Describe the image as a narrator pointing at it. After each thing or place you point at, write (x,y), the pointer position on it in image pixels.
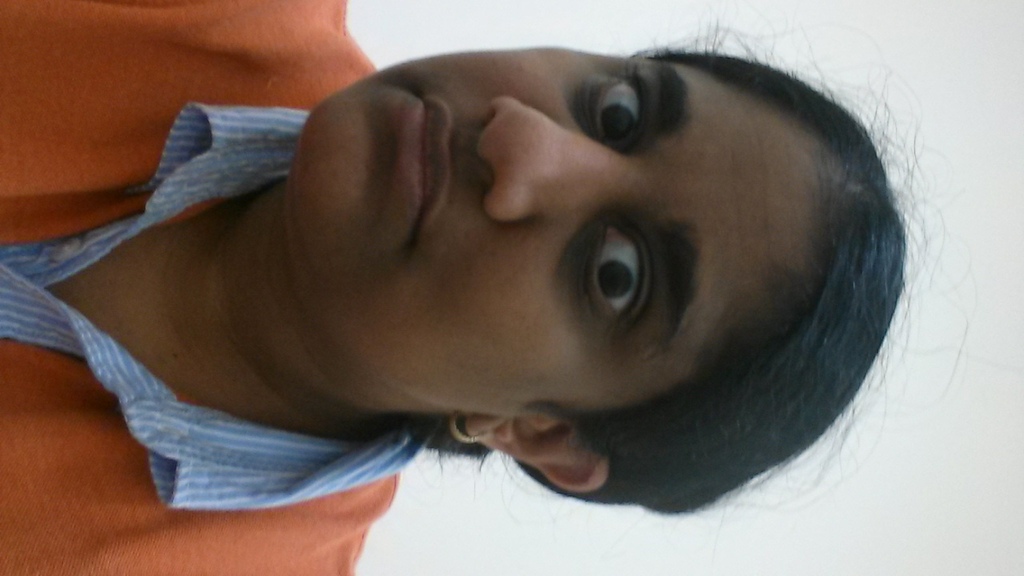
In this picture I can see a girl (266,117) in front (169,59) who is wearing white, blue and orange color dress (143,174) and it is white color in the background (846,498).
